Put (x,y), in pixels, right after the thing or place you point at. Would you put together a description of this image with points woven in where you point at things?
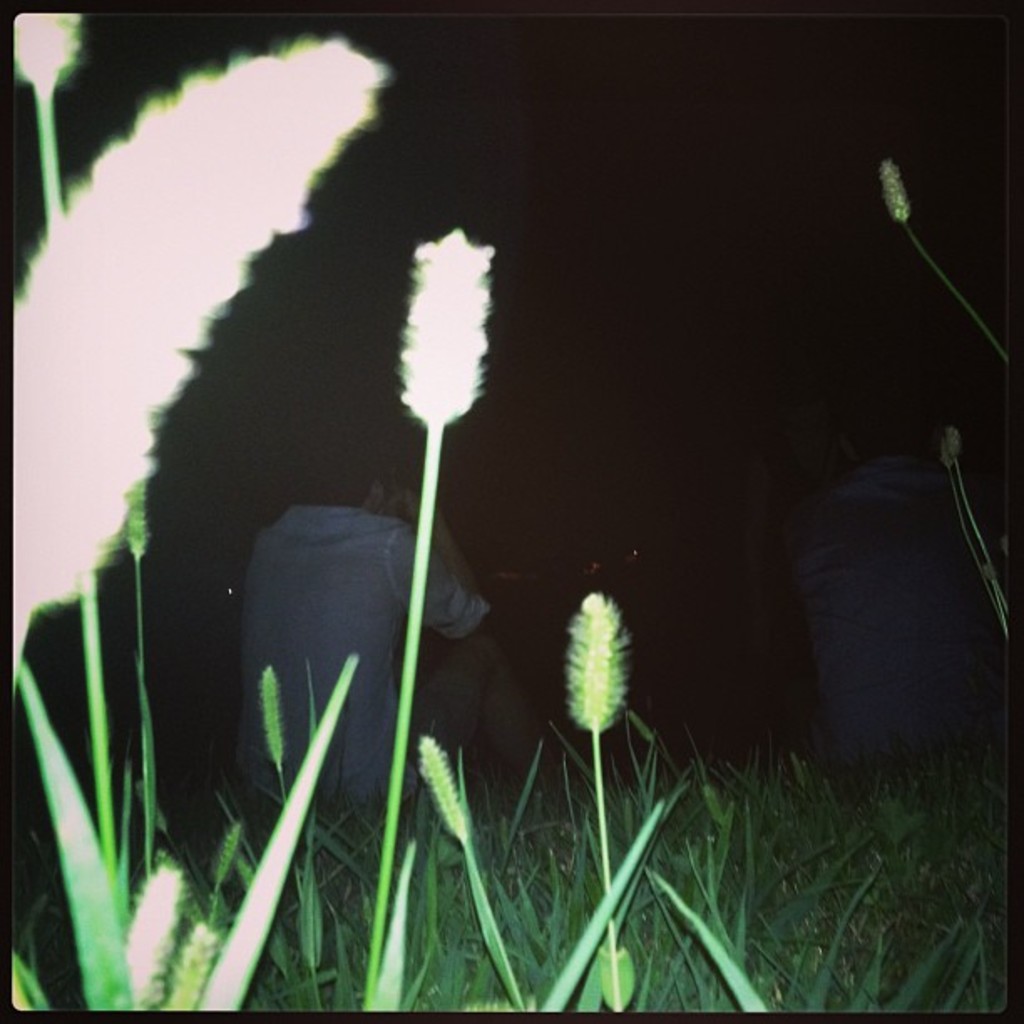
In the front of the image (697,800) there are people (465,598) and plants (483,798). In the background of the image (679,307) it is dark.
